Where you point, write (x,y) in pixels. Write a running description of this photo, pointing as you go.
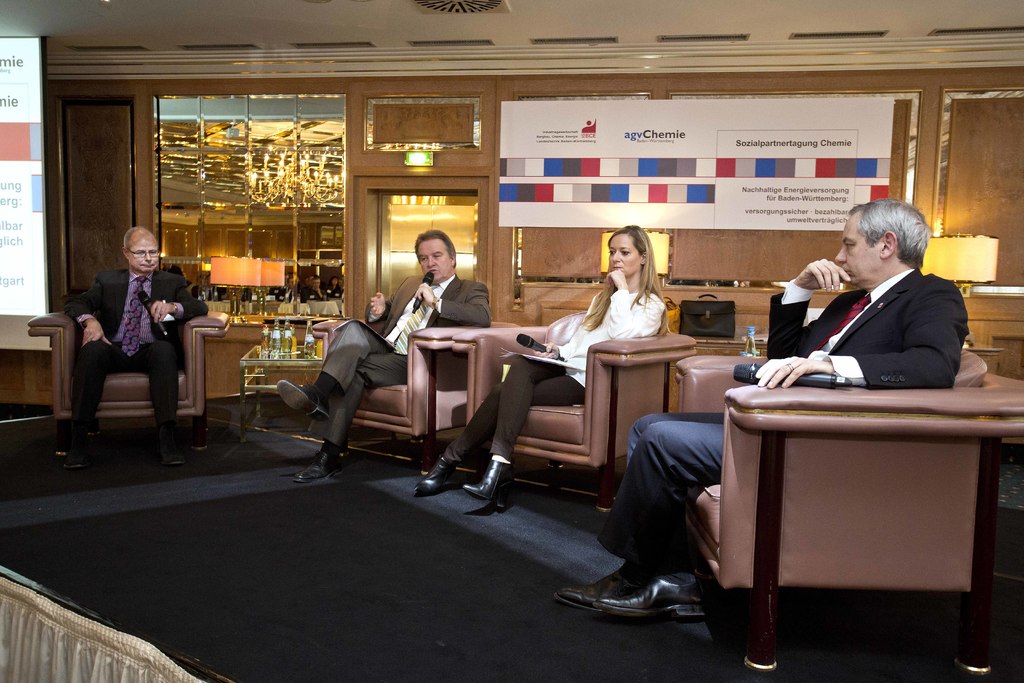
In this image there are four person (708,421) sitting on the chair (866,435). At the back side (726,333) there is bag (733,327) and a water bottle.
